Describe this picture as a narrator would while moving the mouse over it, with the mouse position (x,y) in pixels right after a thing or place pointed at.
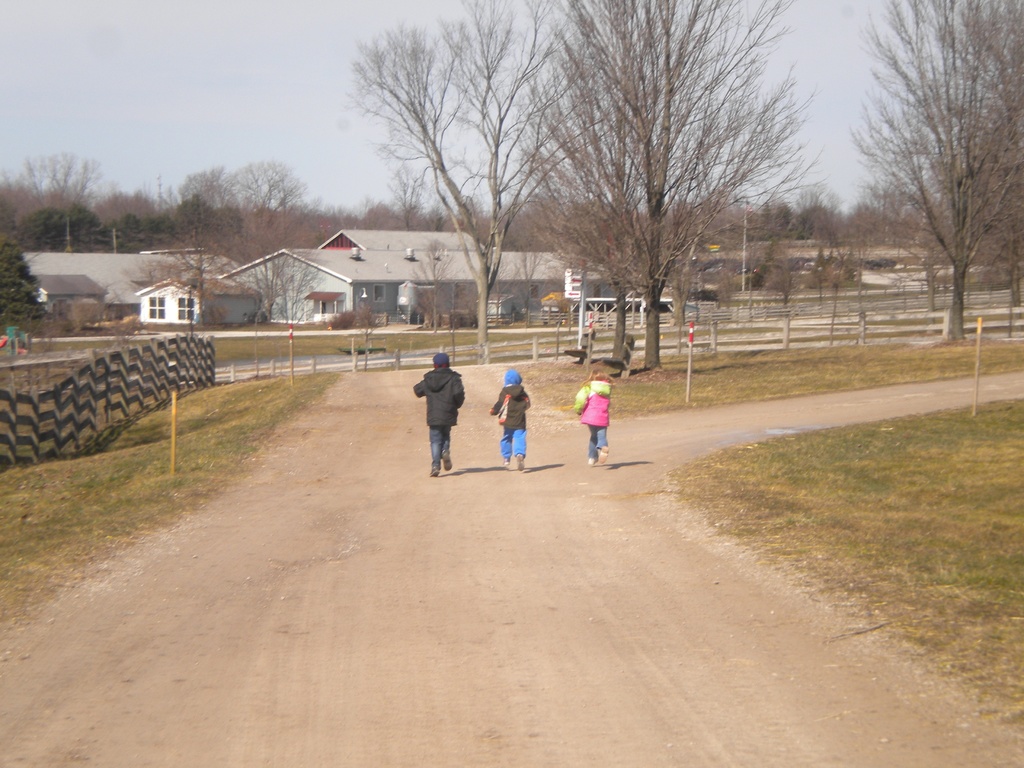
In this picture we can see three children (419,387) running on the road (407,391), trees (54,246), buildings (384,297) with windows (186,301), grass (234,345) and in the background (370,116) we can see the sky (394,179).
